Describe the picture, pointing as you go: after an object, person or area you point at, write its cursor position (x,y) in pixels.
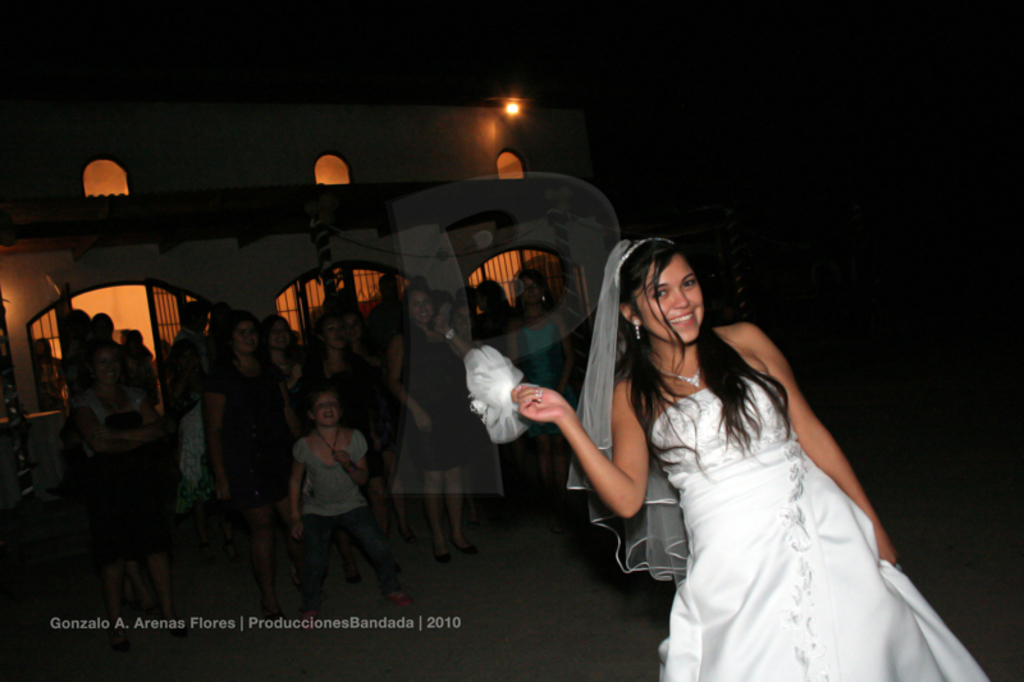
In this image there is a girl (772,478) standing, in the background (319,424) there are people (365,401) standing and there is a building (73,180), in the bottom left (53,620) there is text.
